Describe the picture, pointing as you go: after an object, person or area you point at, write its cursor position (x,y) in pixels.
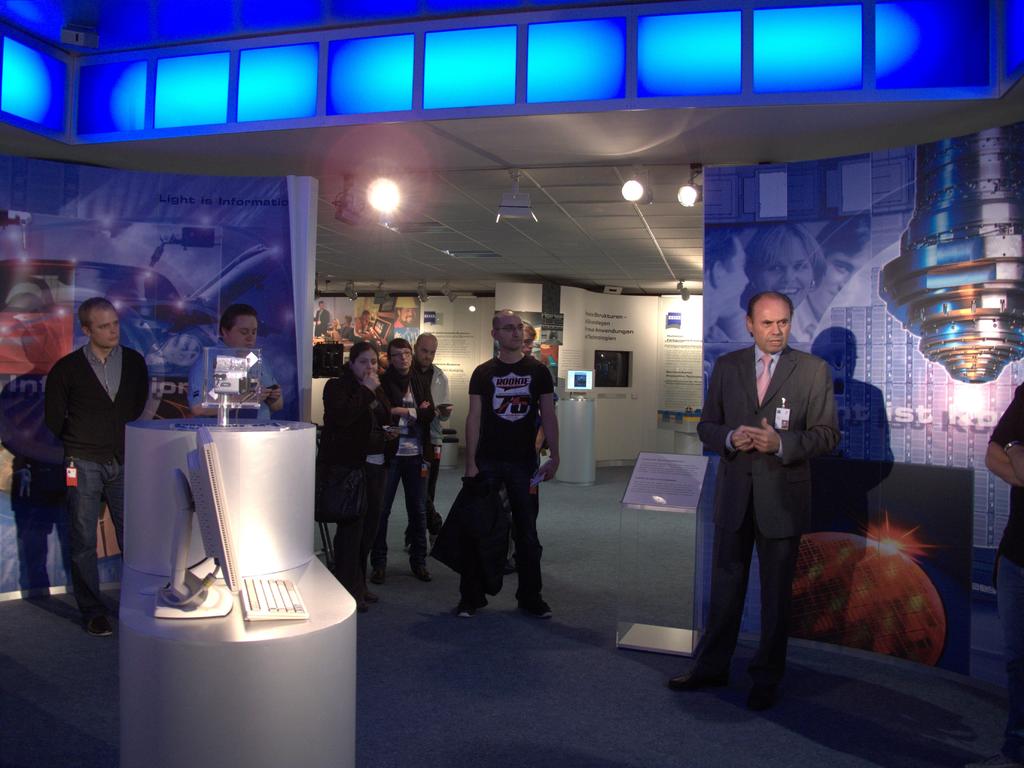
This picture describes about group of people (499,431), they are all standing, in front of them we can see a monitor (203,455) and a keyboard (288,616), in the background (387,205) we can find few lights (396,189).
